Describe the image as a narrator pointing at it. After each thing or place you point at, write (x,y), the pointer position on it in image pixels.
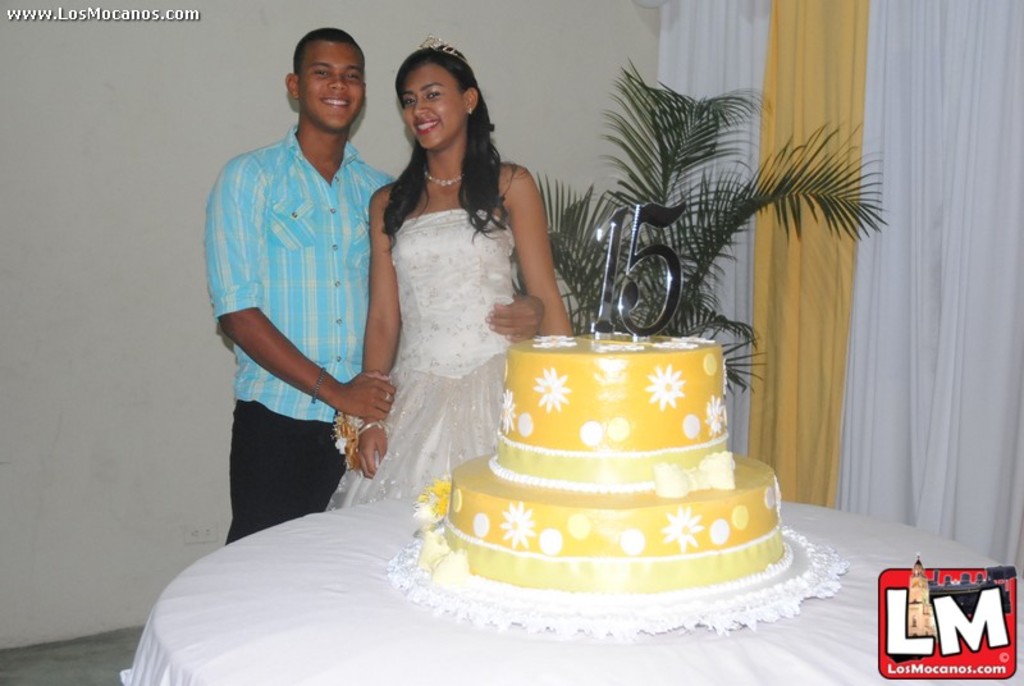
In this picture I can see a man (333,375) and a woman (439,339) are standing in front of a table (642,641). The woman (477,376) is wearing white color dress (459,332) and the man (301,298) is wearing a shirt (301,309) and a pant (270,459). These people (334,249) are smiling. On the table (716,639) I can see a cake (672,523). In the background (684,236) I can see a tree (680,232), curtains (717,161) and a wall (597,147).
